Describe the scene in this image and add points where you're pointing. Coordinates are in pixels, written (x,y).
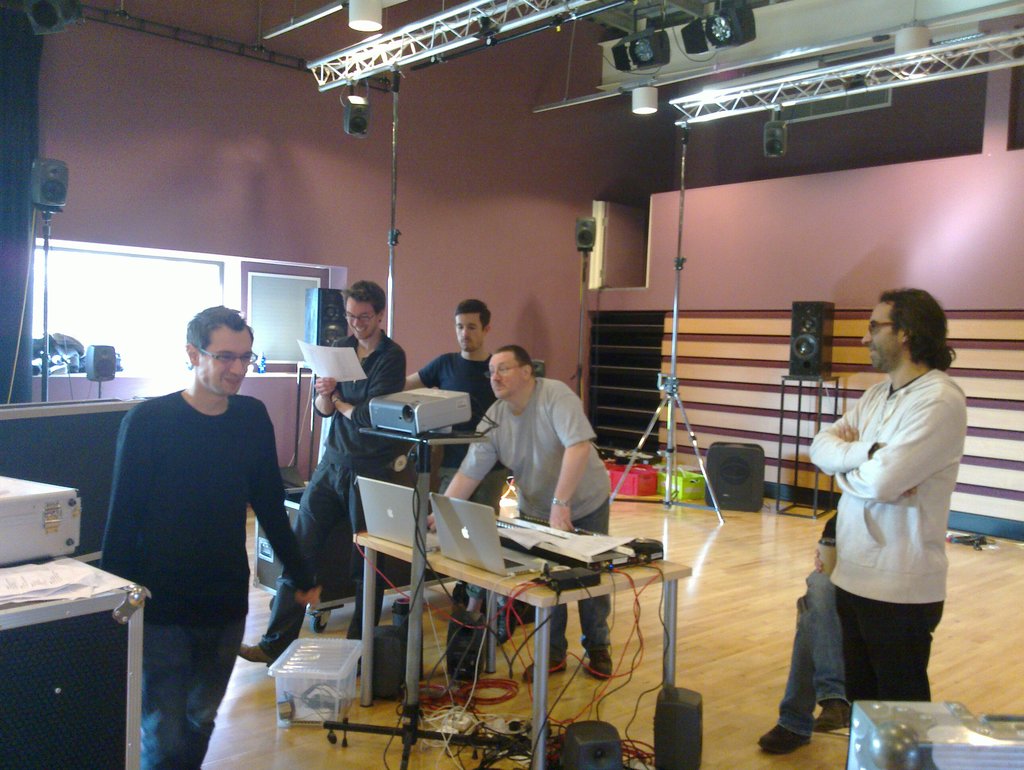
In this image we can see persons (197,464), laptops (371,481), tables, wires (443,688), projector (432,425), speakers (739,500), lights (709,34), windows (161,305), stands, wall (660,229), papers (320,351) and tube light (737,85).
